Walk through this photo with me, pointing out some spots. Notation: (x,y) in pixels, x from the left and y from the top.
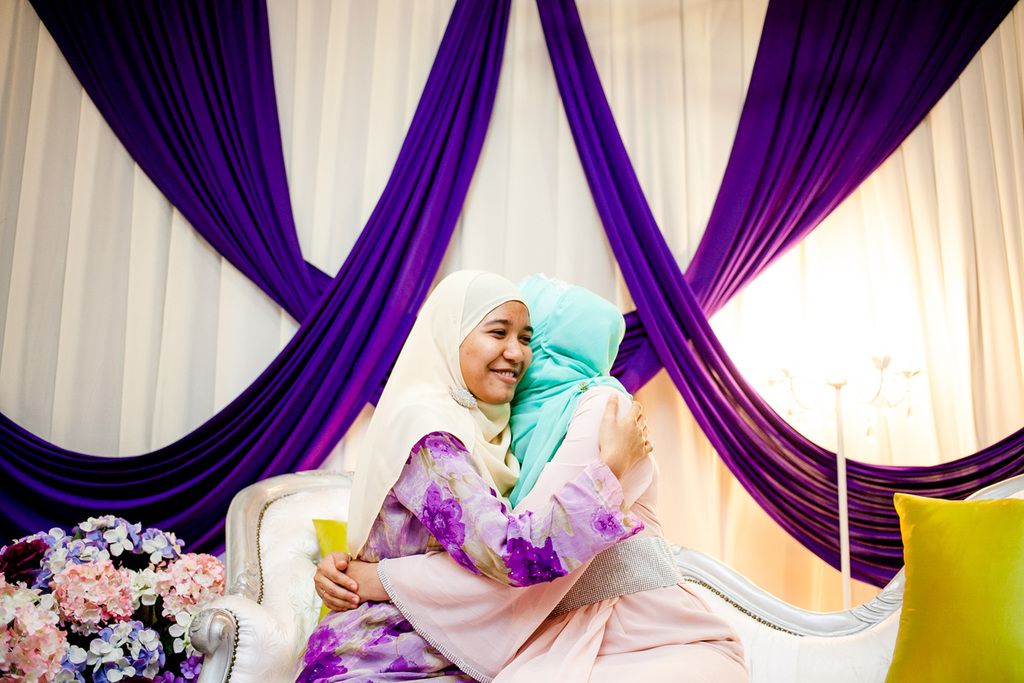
At the center of the image (509,393) there are two girls (519,521) hugging each other and sitting on a sofa (822,657), beside them there is a flower pot (63,611). In the background (183,284) there are decorative curtains (762,236).
